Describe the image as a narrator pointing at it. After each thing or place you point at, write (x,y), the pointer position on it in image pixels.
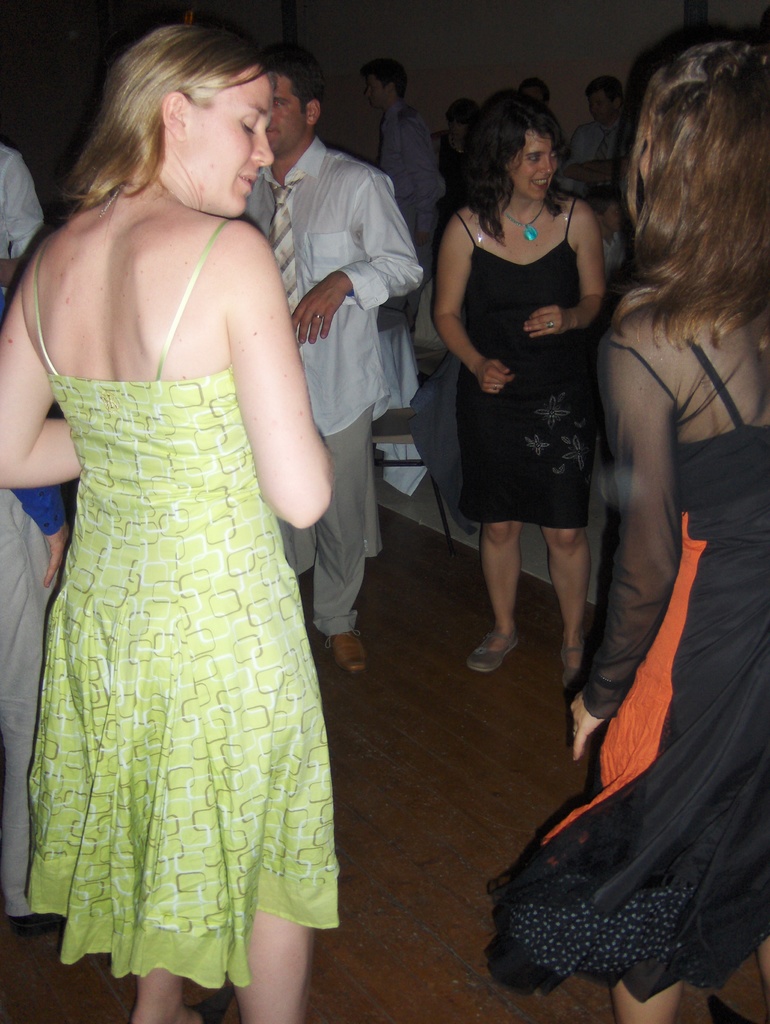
In this image we can see a group of people (494,938) standing on the floor (486,959). On the backside (453,552) we can see a chair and a wall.
